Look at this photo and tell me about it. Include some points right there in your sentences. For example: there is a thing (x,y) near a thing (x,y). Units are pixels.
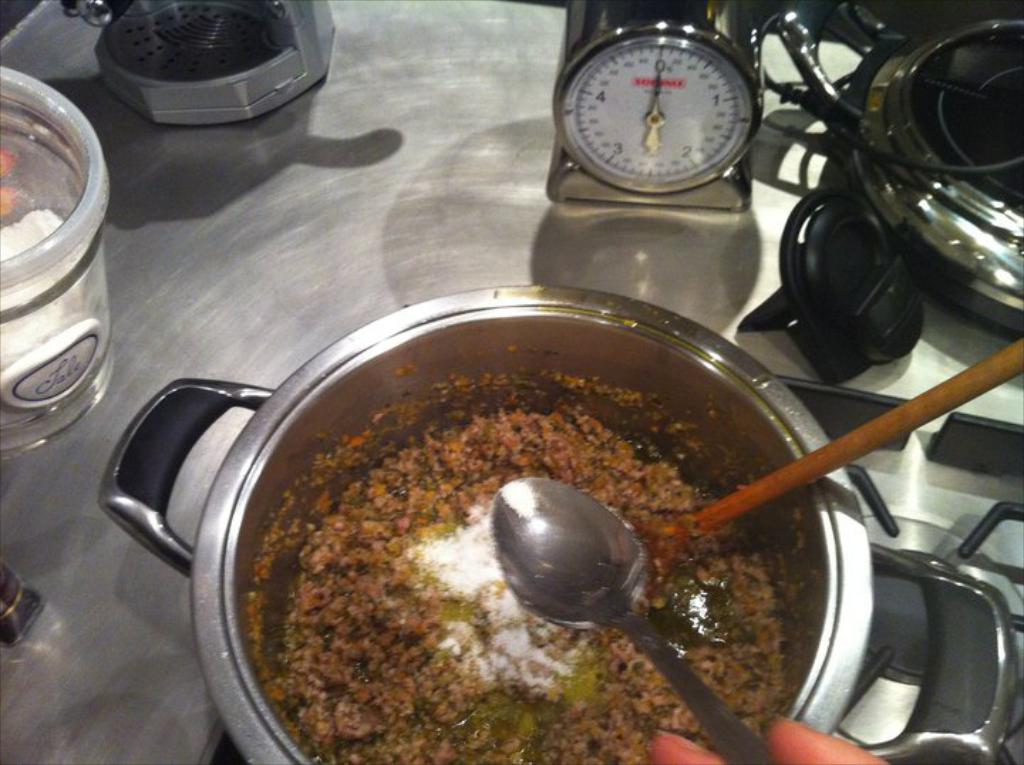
In the picture I can see food items (466,517), spoons (590,583) in a object (339,658). I can also see some other objects (82,212) on a metal surface (242,233).
